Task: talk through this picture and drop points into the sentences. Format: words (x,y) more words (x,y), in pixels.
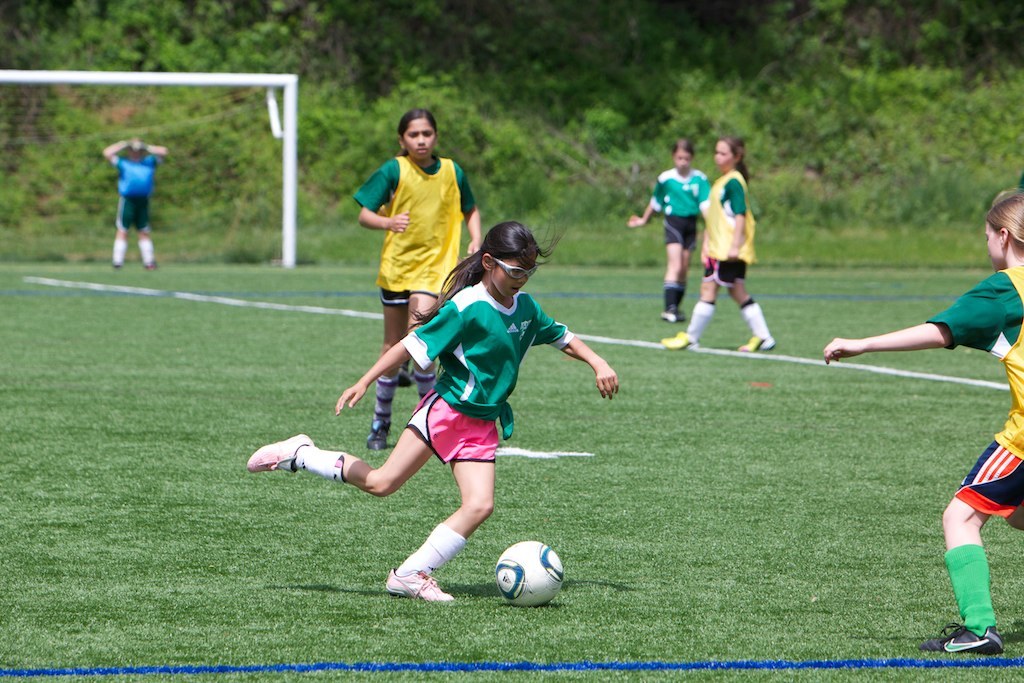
In this image we can see a girl (467,427) is kicking the football (535,573) and there are few persons (677,298) walking on the ground (128,679) and a person (136,170) on the left side (142,196) is standing at the goal net (227,162). In the background (268,139) there are plants (601,149) on the ground (24,641).
